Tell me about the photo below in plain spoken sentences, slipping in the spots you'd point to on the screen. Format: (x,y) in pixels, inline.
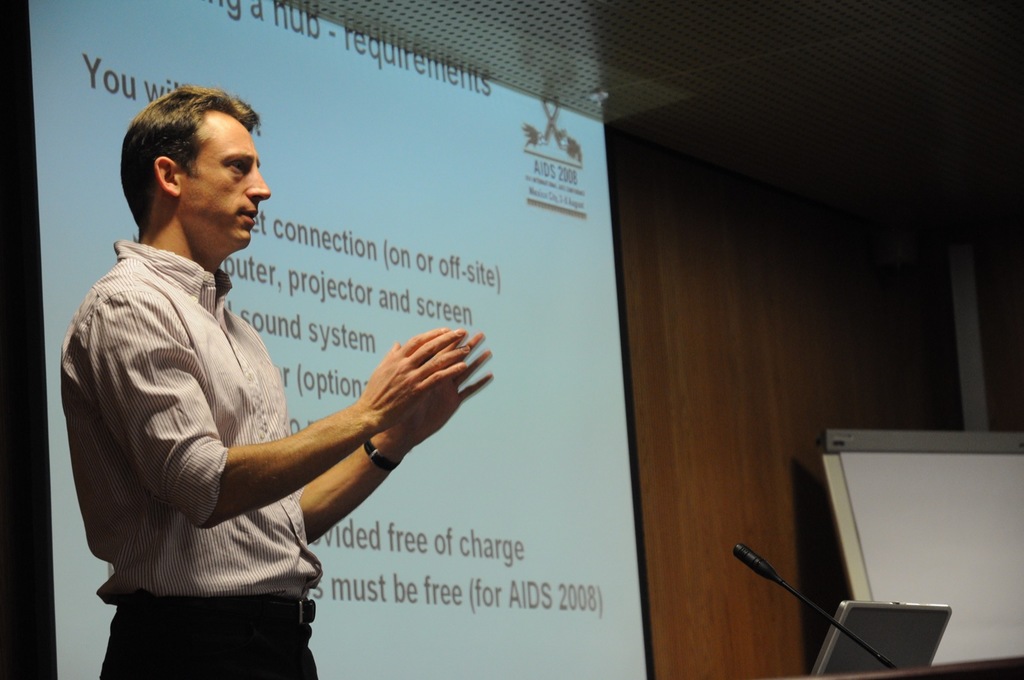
In the image there is a man (269,454) he is explaining something and in front of him there is a laptop (860,613) and a mic (874,653), behind him there is a projector screen (316,403) and something is being displayed on the screen (476,293), in the background (719,286) there is a wooden wall (706,287).
